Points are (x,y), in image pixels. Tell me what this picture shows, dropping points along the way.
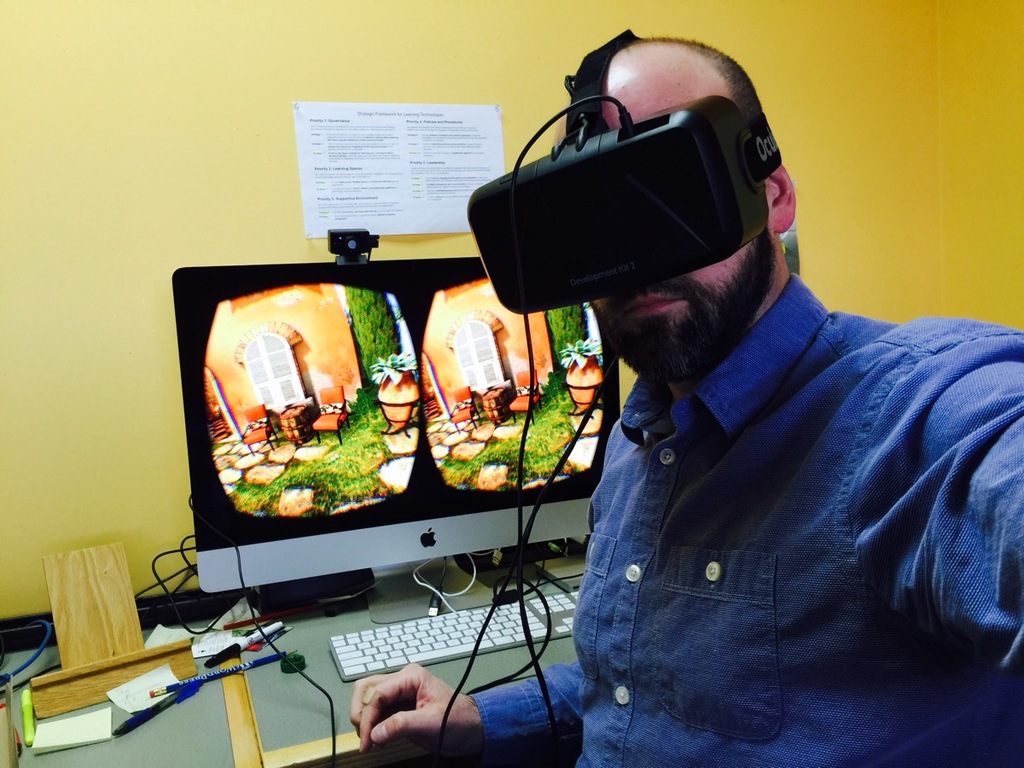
In the image at the right side (791,409) there is a man (634,104) with blue shirt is sitting and he kept VR box (604,193). Beside him there is a table (186,743) with a monitor (217,343), keyboard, papers (139,698) and few other items (68,624). Behind the table (297,625) there is a yellow color wall (925,261) with a paper (345,171).
